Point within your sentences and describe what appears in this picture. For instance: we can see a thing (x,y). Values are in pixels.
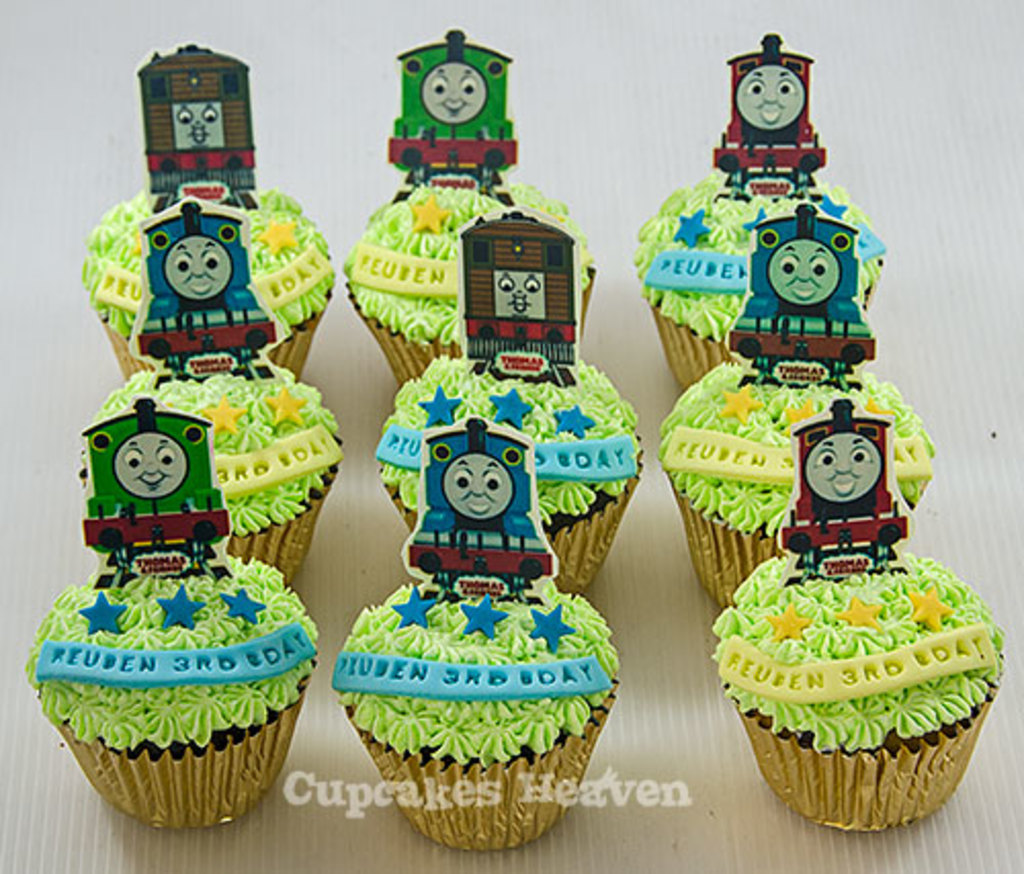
In the foreground of this image (222,826), there are cupcakes (525,714) and few posters (533,480) on it which are placed on the white surface (937,325).
